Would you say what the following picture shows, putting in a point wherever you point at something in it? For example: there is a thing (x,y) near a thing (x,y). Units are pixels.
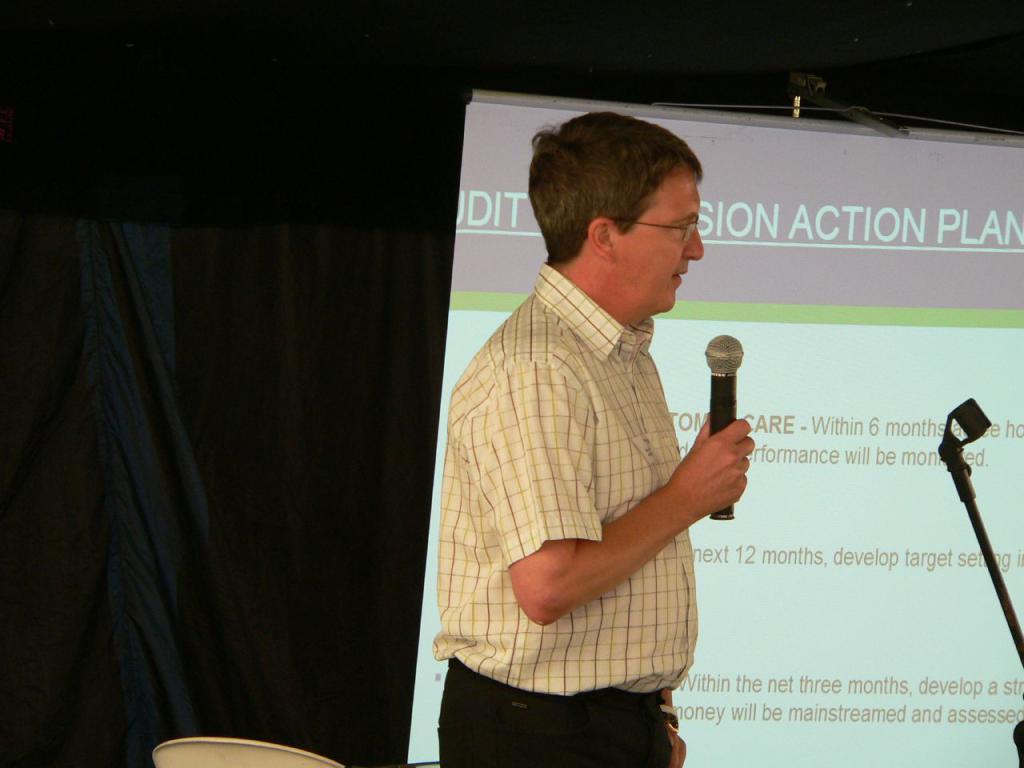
In this image we can see a man (594,589) standing holding a mic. We can also see a curtain (335,711), chair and a display screen (803,457) with some text (803,457) on it. On the right side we can see a stand (1017,634).
